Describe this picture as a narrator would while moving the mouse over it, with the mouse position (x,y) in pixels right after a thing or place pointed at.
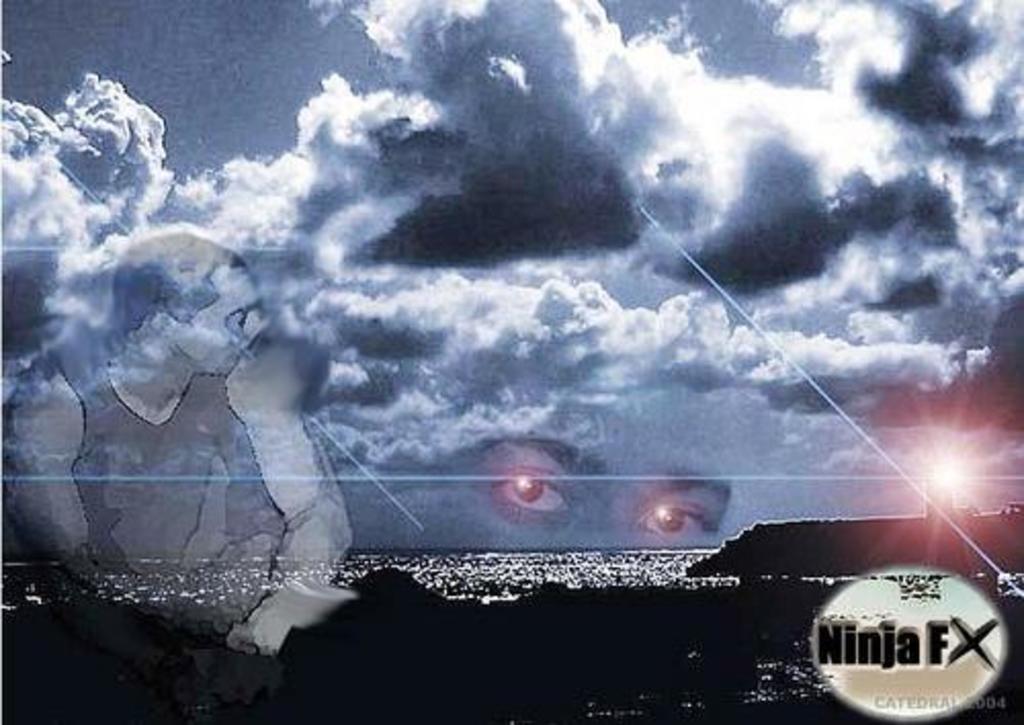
In this image we can see the sea (535,549), the sun (936,461), a person (256,426), a person's eyes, text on the image, also we can see clouds (407,140), and the sky (229,133).
